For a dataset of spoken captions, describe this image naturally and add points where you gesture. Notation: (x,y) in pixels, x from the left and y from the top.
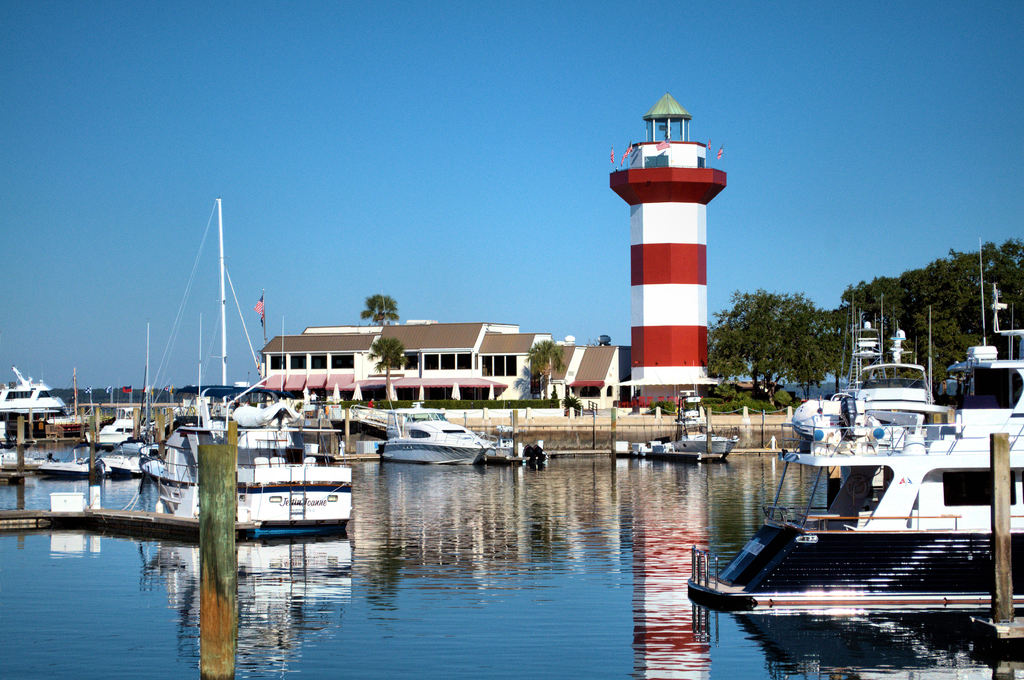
In this image I can see the water (390,595). I can see the ships (922,426). In the background (668,384), I can see the houses (444,365), trees (786,327) and the sky (382,151).
